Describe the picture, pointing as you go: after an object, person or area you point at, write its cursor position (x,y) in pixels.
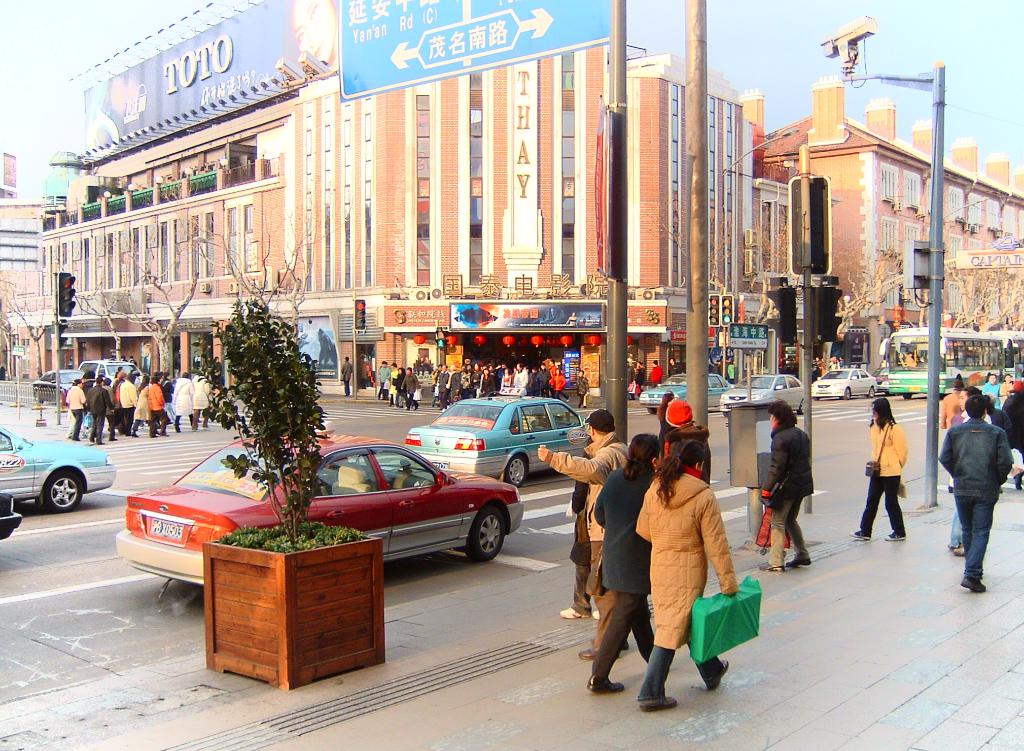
In the picture I can see few persons (890,489) walking and there are few vehicles (550,417) in between them and there are buildings (398,209), trees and some other objects (619,56) in the background (279,220).
